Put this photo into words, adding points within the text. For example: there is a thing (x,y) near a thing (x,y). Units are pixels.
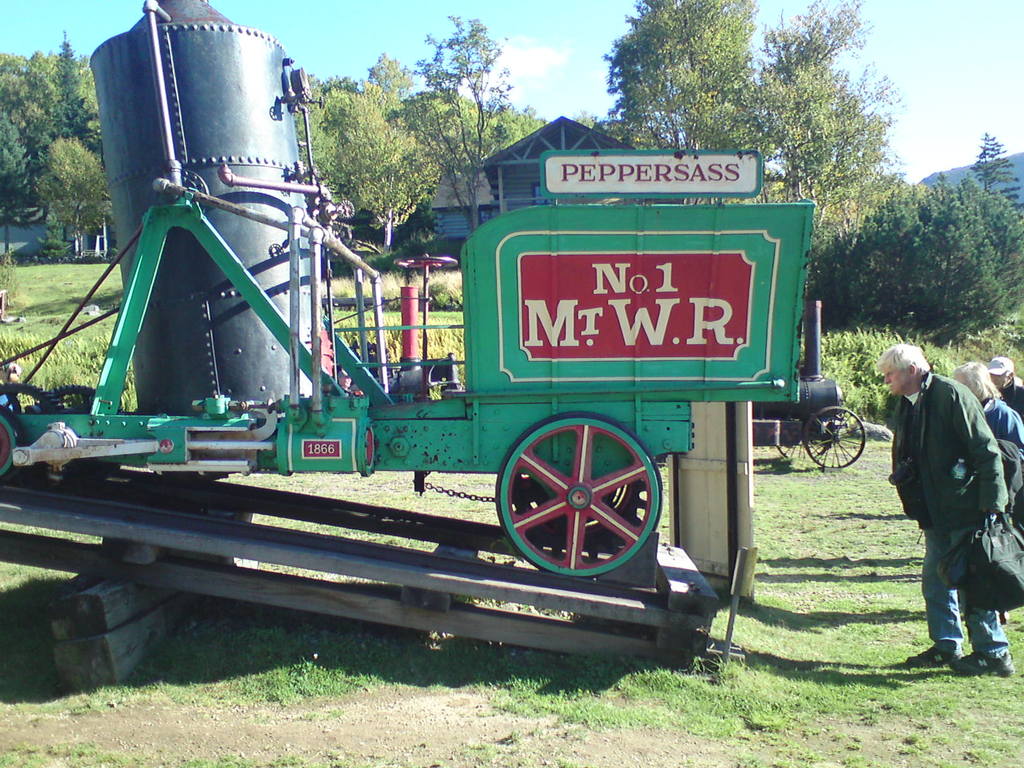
In this picture I can observe a machine (478,235) which is in green and black color. On the right side (928,473) there are some people (937,522). In the background (618,115) there are trees (326,138) and sky (938,51).
